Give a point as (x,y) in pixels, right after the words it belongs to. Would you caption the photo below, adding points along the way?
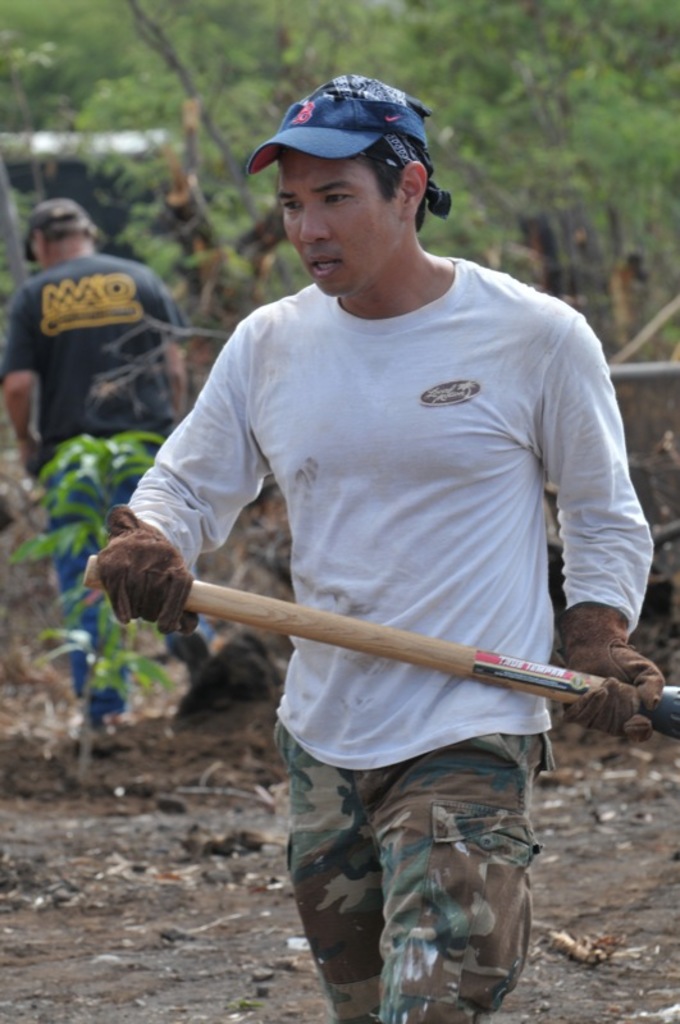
In the image there is a man (328,491) standing with a cap (309,138) on his head (297,160) and gloves (165,574) to his hand (152,573) is holding a wooden stick (678,704) in his hand (152,573). Behind him there is a man (105,328) standing and also there are trees (161,247) in the background (525,85).
